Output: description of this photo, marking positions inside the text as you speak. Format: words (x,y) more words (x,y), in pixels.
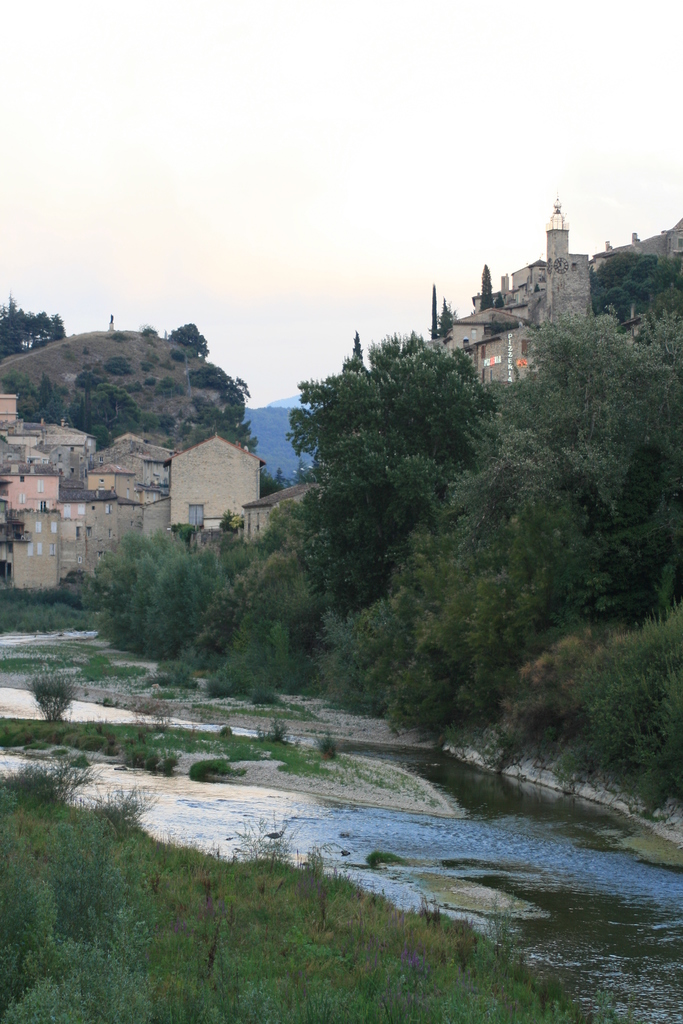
In this image we can see sky (325,232), buildings (551,258), hills (79,340), shrubs (386,697), grass (226,750), plants (396,645), trees (548,392), river (381,809) and ground (318,926).
